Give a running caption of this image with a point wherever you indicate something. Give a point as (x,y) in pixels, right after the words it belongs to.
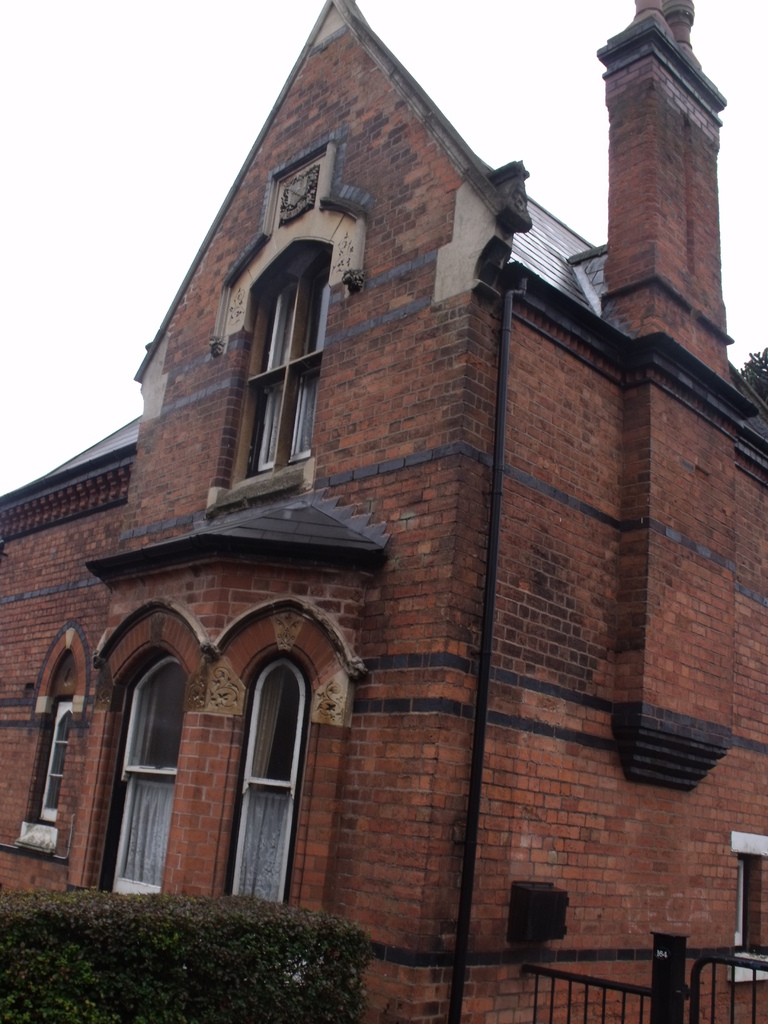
In this image there is a building (450,724) with red bricks (546,711), in front of the building (528,711) there is a hedge (234,965). In the background (134,254) there is the sky (46,247).
